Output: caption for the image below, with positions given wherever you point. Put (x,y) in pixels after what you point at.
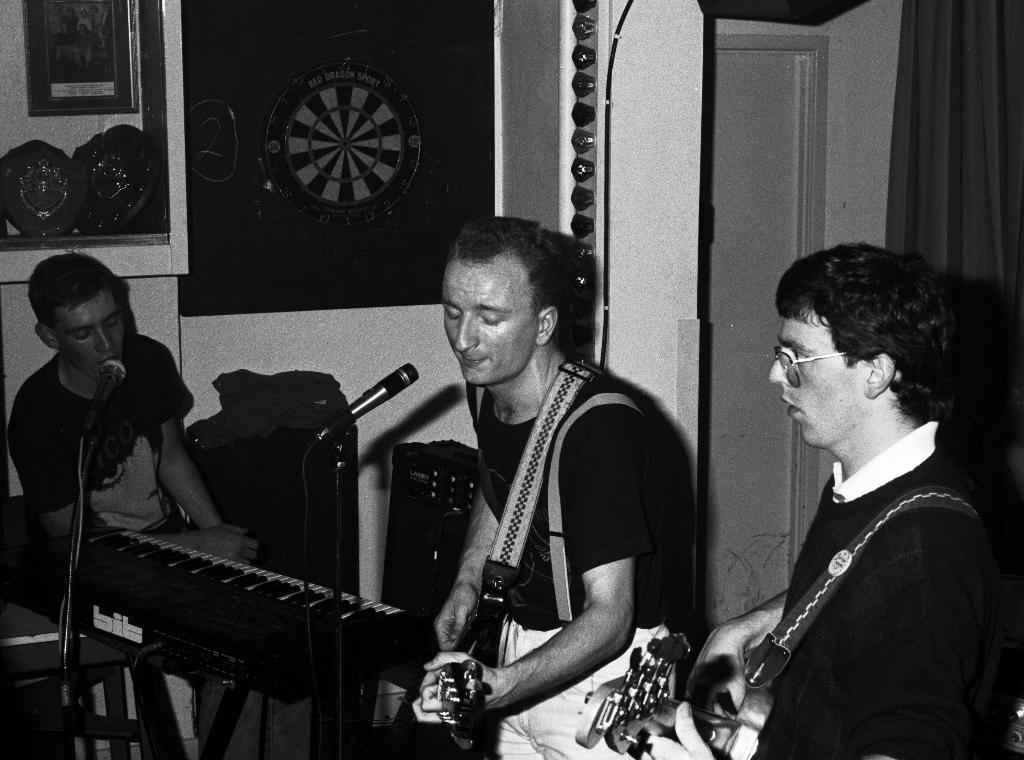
The image is inside the room (345,350). In the image there are three people (832,557), in middle (608,466) there is a man (582,450) holding a guitar (482,643) and playing in front of microphone (397,375) on right side (874,472) there is another man (831,608) holding a guitar (762,643) and playing it on left side (120,334) there is another man (146,410) sitting in front of a key board (205,600) and opened his mouth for singing in front of a microphone (104,389). In background (19,258) we can see a wall (428,367) and a door (722,190) which is closed and a curtain (1009,150).
